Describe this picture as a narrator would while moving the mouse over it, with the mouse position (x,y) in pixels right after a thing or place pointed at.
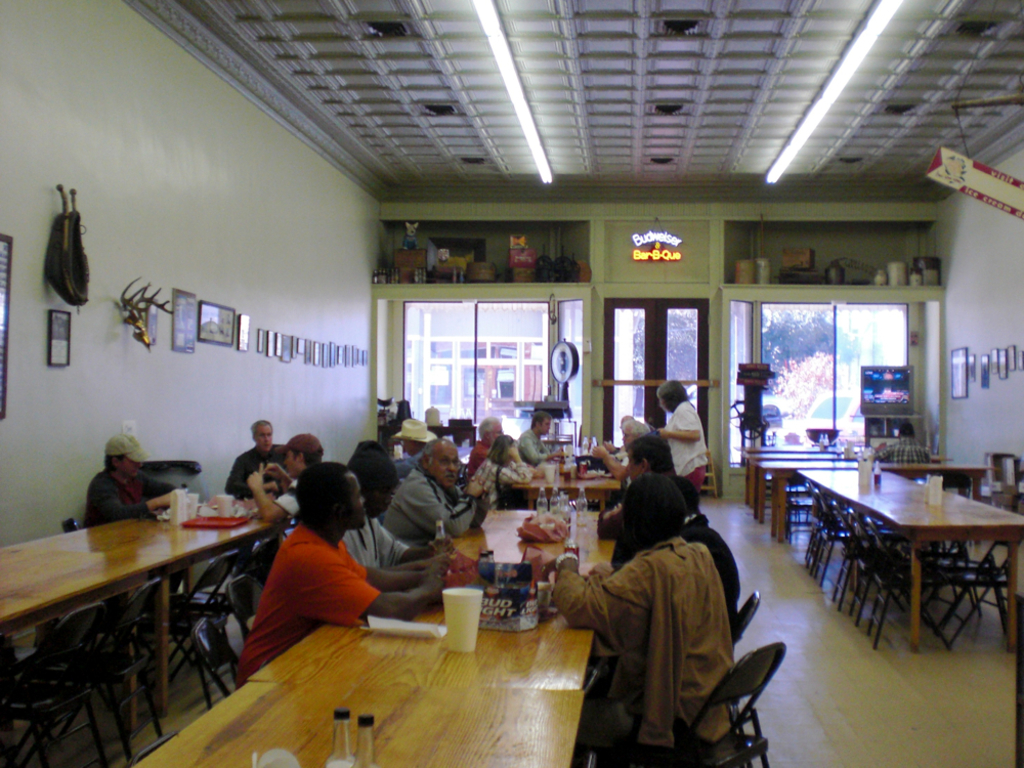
In this image there are group of people (378,567) who are sitting on chairs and there are many tables (375,637). On the table (469,663) we could see some glasses (454,634), plates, bottles (554,511) and cups (228,504) and some objects (535,527) are there on the tables (500,557). And on the background (509,372) there are some windows (469,346) and on the top (587,89) there is ceiling (490,80) and some lights (880,23) are there, and on the left side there are some photo frames (54,324) on the wall (88,327) and on the right side (906,400) there is one television (887,401) and some photo frames (1021,359) are there.
